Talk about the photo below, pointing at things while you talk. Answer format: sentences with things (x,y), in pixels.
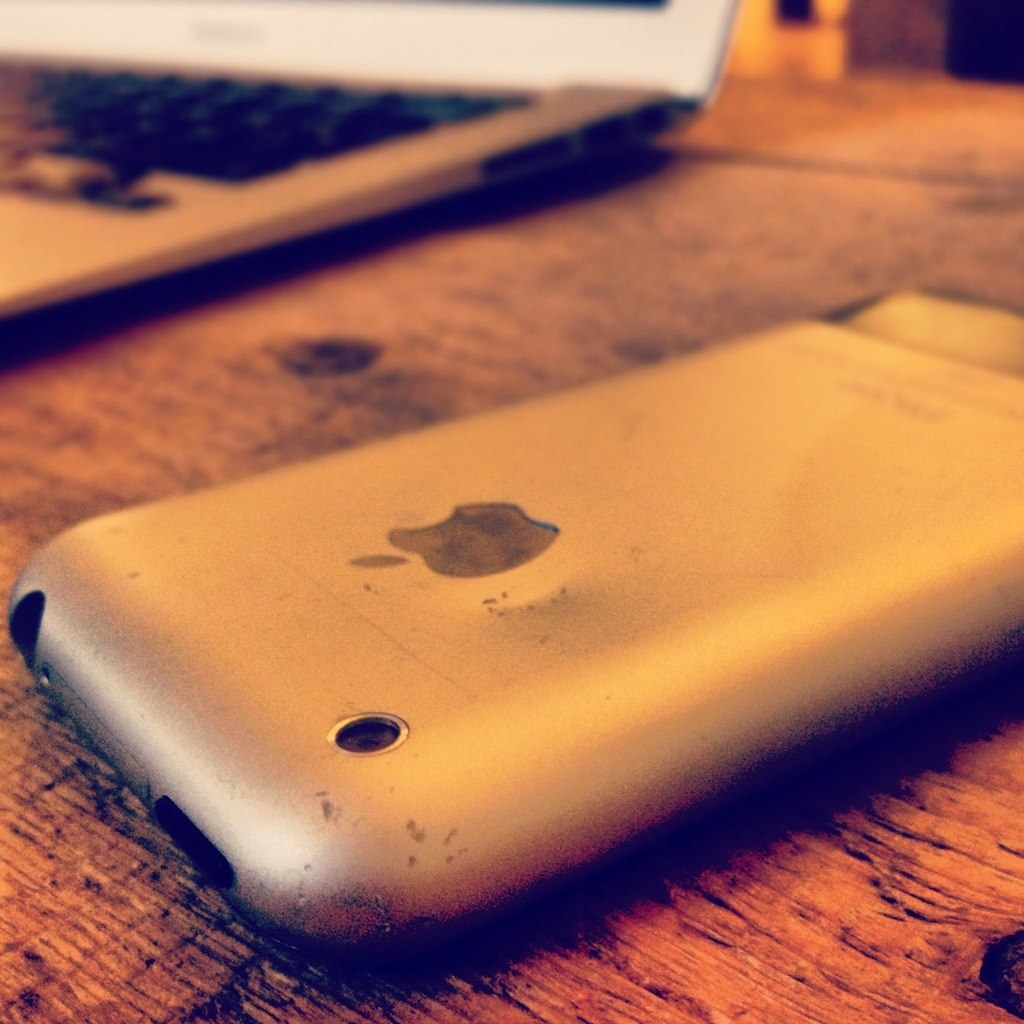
In this image, we can see a few devices (285,169) like a laptop (637,22) and a mobile phone (448,597) are placed on the table (577,362).
